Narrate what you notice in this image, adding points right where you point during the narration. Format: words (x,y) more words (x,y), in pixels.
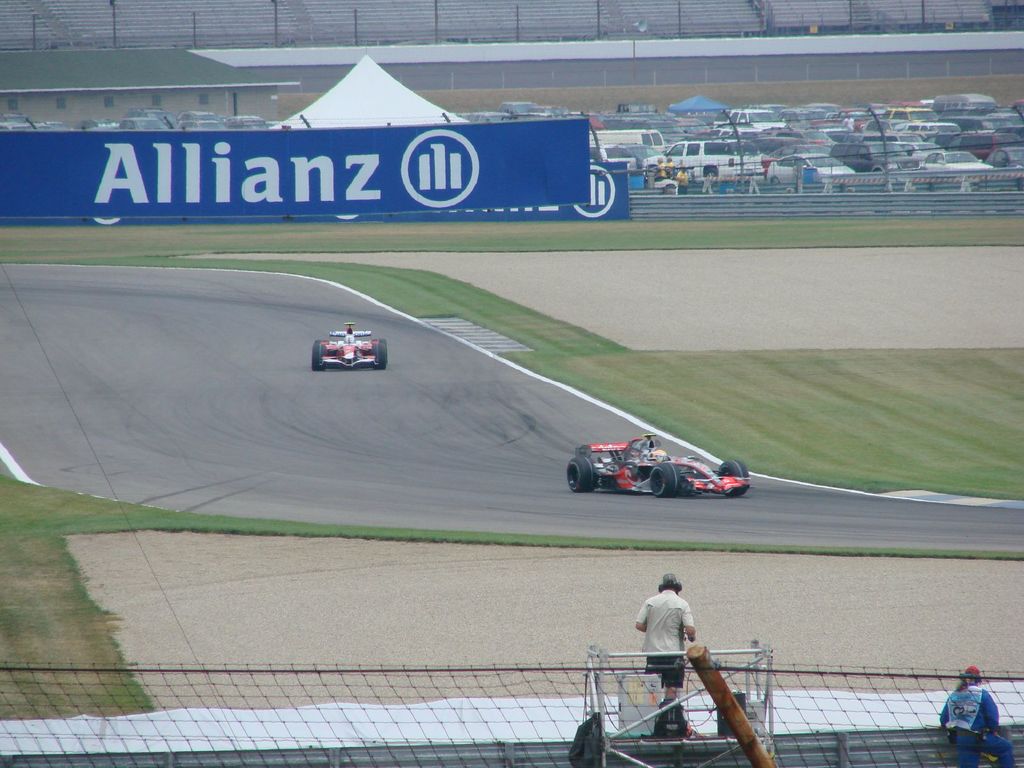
In this image I can see the vehicles (636,482) on the road (445,478). To the side of the road (441,525) I can see few people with different color dresses (673,670). In the background (362,122) I can see the board (368,138), tent (347,126), railing (669,209), few people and many vehicles (746,127). I can also see the house (114,65) in the background (145,72).
